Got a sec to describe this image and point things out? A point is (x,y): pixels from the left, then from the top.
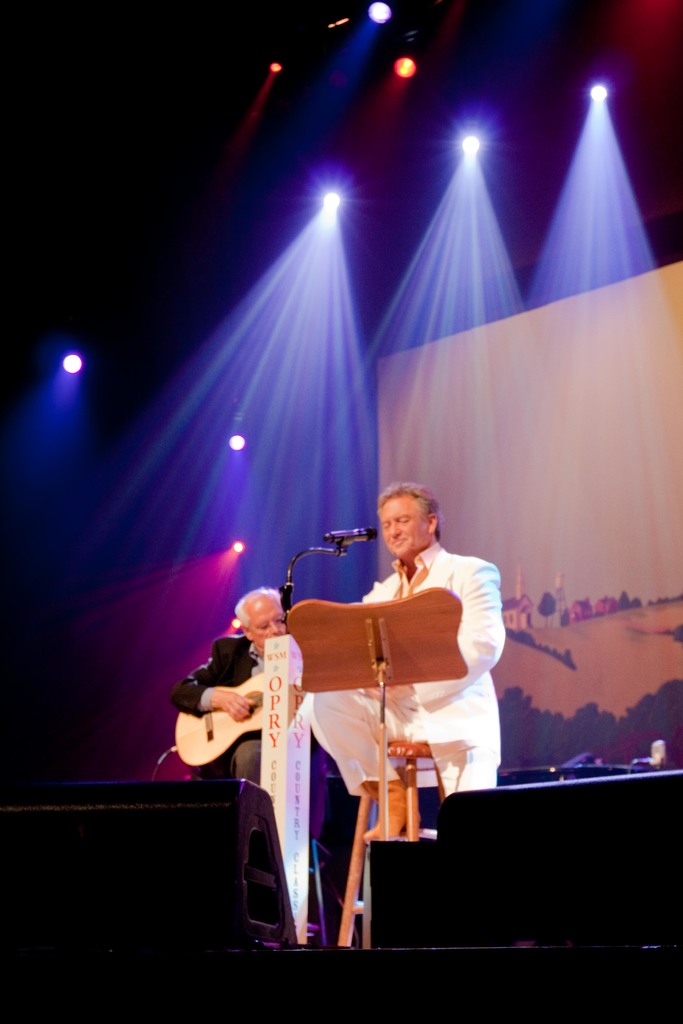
It looks like a music show there are two people (326,717) in the image one person (430,516) is wearing white color dress (391,589) another person (249,667) is wearing black color, the person (227,665) who is wearing black color dress (237,639) is holding a guitar (232,725) a person (335,709) wearing white color dress (454,565) is speaking something, in the background (569,500) there is projector (472,445), some lights (240,323).
